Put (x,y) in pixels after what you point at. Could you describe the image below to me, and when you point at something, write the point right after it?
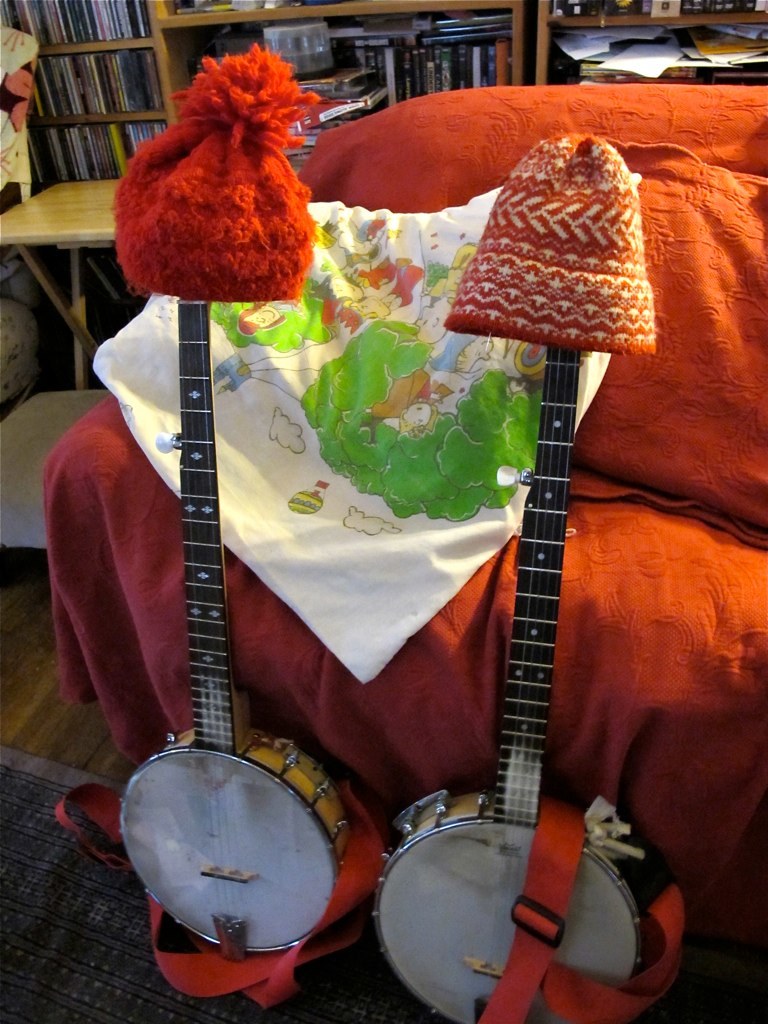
In this picture, we can see there are two musical instruments (228,690) with the caps (166,244). Behind the musical instruments (224,781) there is a cloth (338,299) and a cushion (701,308) on the couch (457,108). Behind the couch (449,121) there is a table (45,201) and behind the table (85,187) there are books (92,62) and some objects (288,27) in the racks (627,15).
